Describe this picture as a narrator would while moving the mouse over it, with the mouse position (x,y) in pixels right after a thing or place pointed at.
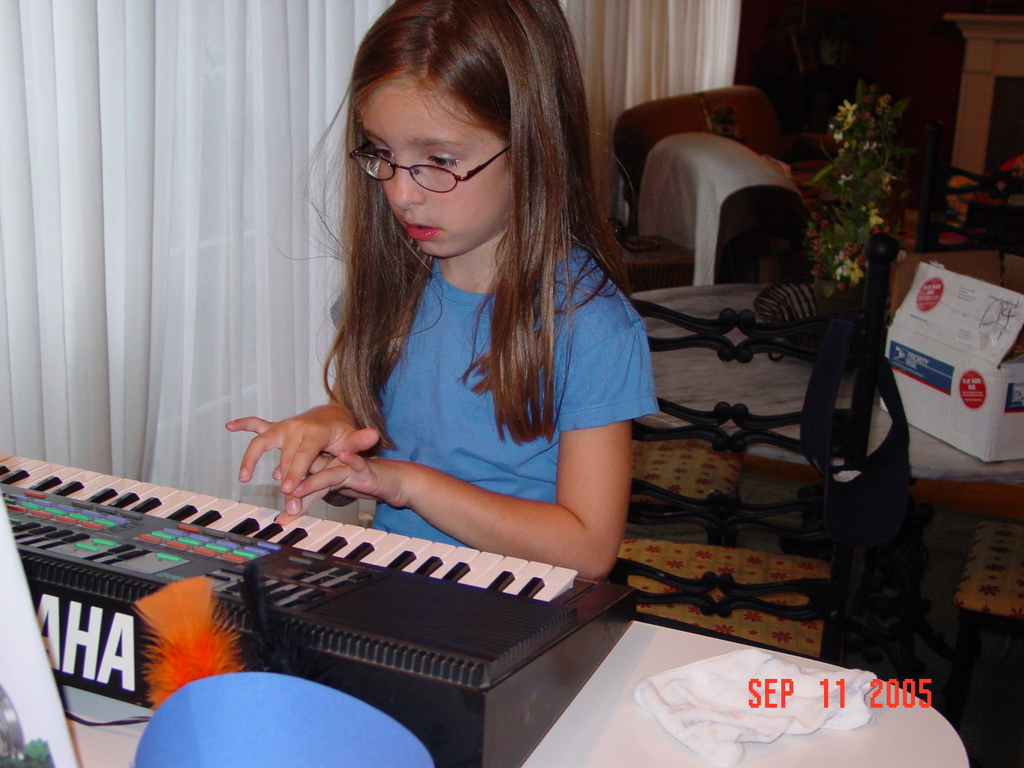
In this picture there is a girl (402,435) learning piano (403,635) and in the back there is a plant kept on the table (930,458).
